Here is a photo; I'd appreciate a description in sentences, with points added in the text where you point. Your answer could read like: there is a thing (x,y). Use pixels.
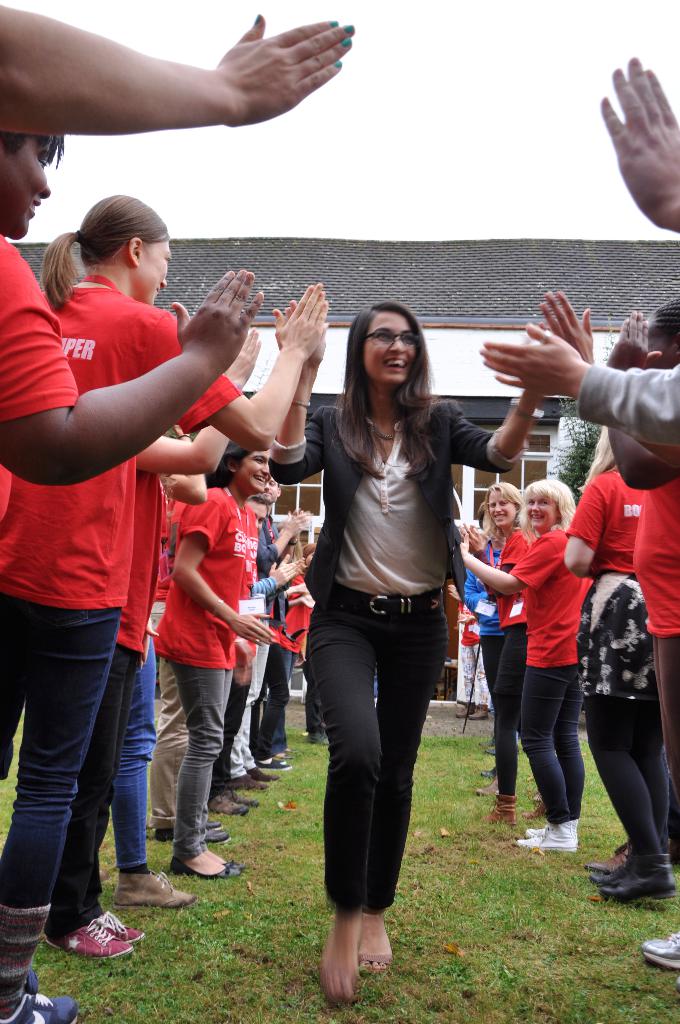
Here we can see a crowd (633,618). Land (433,877) is covered with grass (419,882). Background (290,506) there is a house (310,483) with glass windows (310,499).
